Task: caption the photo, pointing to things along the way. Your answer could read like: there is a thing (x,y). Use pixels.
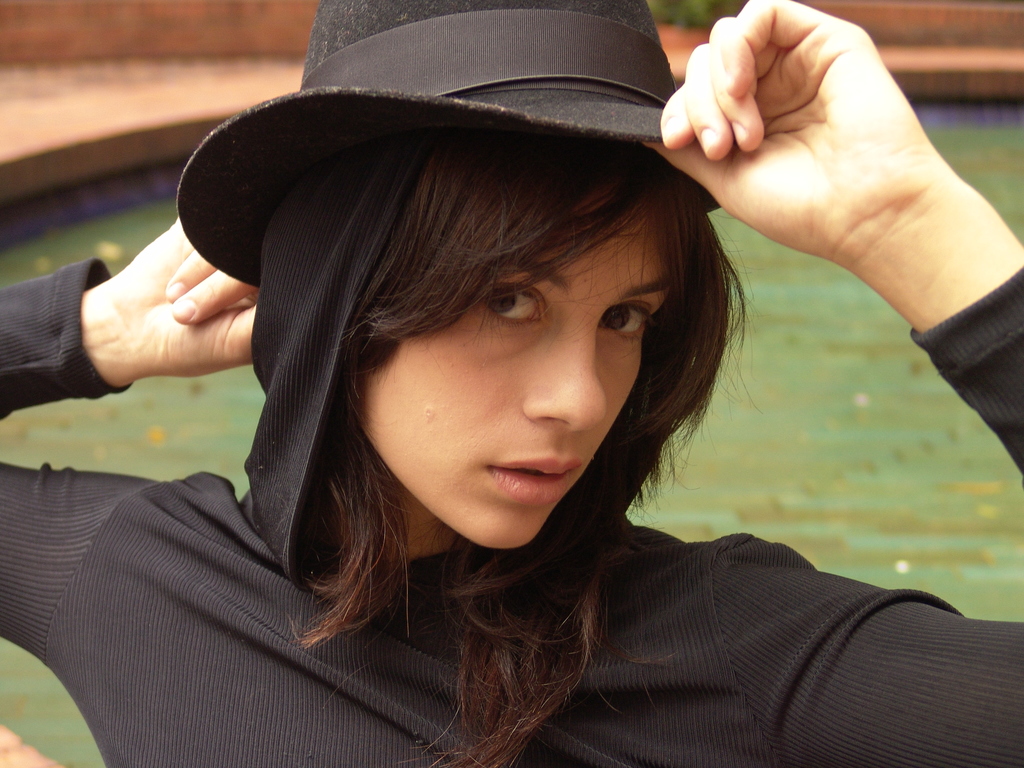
In this image I can see a woman (200,621) wearing black color dress (273,628), black color cap (387,44) on the head (568,249) and giving pose for the picture. In the background (754,417), I can see green color water (859,491). On the top of the image (170,47) I can see a wall (155,43).
